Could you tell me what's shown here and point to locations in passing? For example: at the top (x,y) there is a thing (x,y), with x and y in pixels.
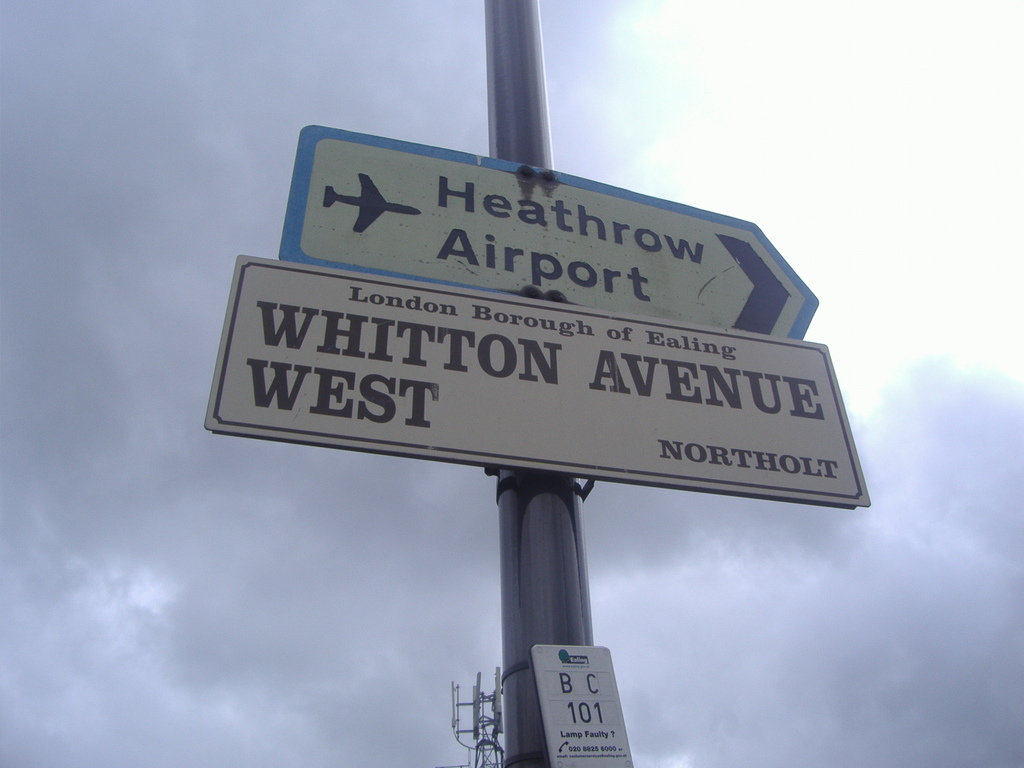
In this image we can see a pole (526,577) with sign boards (504,317). In the background (671,619) there is sky (671,619) with clouds (236,534). At the bottom (497,724) we can see a tower (480,720).
